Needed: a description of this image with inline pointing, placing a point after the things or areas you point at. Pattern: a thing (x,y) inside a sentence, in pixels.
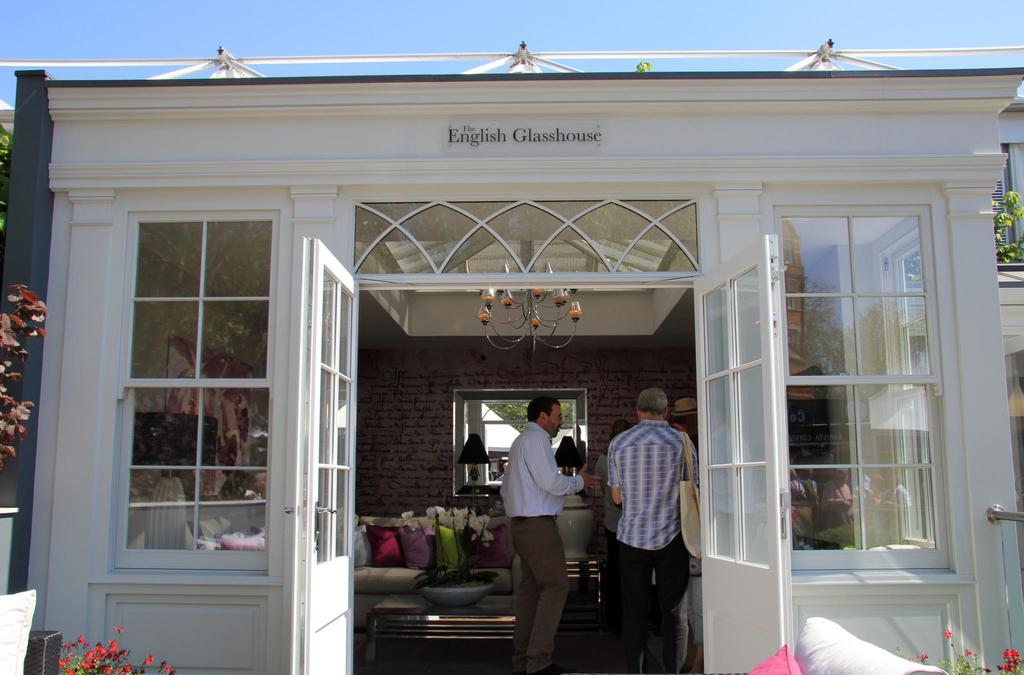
This picture is clicked outside. In the center (375,361) we can see the white color house (125,244). In the foreground (957,657) we can see the flowers (112,649) and some objects (61,634) and a plant (26,331). In the center (655,430) we can see the group of persons (643,442) seems to be walking on the ground (594,636). On the left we can see the couch (391,519) and the cushions (435,544) and there is an object (460,598) placed on the top of the center table (433,619). At the top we can see the chandelier (519,316) hanging on the roof (629,300). In the background (620,373) there is a brick wall (412,413) and we can see the lamps (470,432) and a window (508,407) and we can see the sky (427,19), plants (1003,227), metal rods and buildings (1021,360).
